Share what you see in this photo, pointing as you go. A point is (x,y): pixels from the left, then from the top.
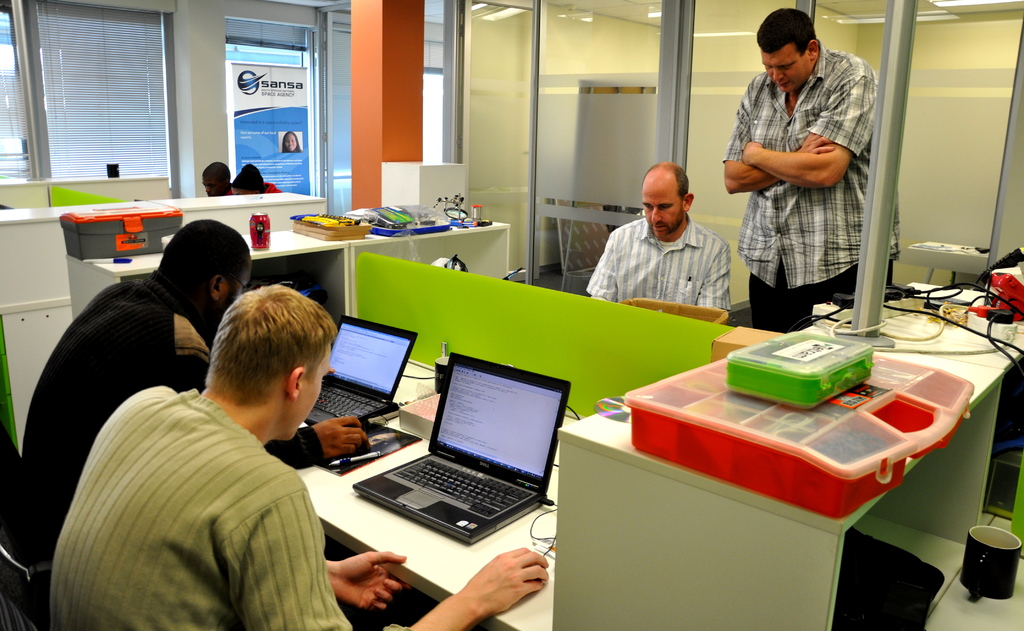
Here in the left side (211,349) we can see two people (140,467) sitting on chairs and handling laptops (473,502) and right in front of them there is a man (678,253) sitting and man (790,152) standing and here we can see some boxes (733,389), this whole thing is like in office (109,110).
